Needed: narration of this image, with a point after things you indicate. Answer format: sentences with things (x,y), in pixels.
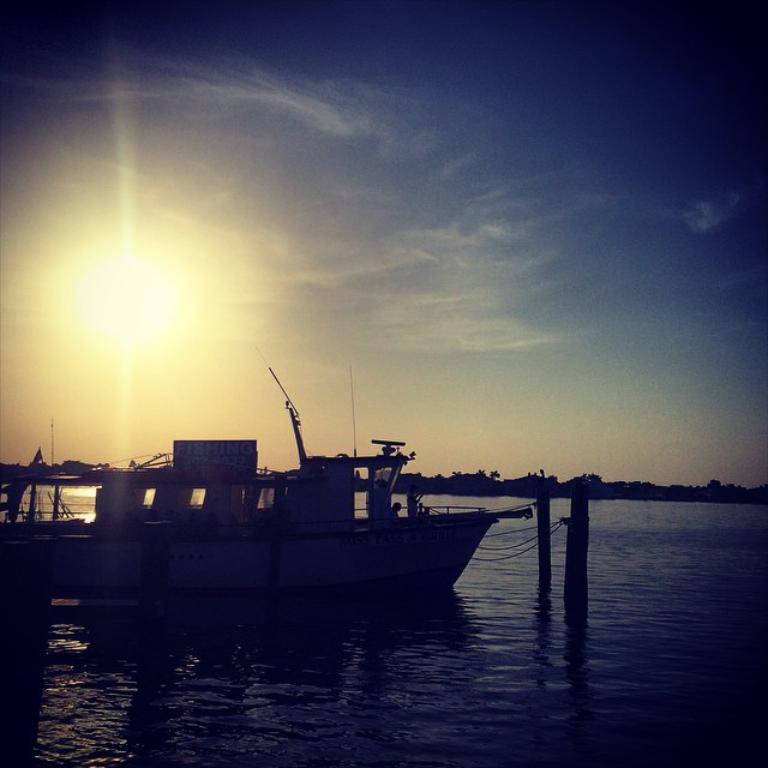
This picture is taken from the outside of the city. In this image, on the left side (107,556), we can see a boat (423,589) which is floating on the water (460,579), in the boat (449,541), we can see a person (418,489). In the middle of the image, we can see two poles (570,565) and ropes (561,522). In the background (433,490), we can see some trees (761,488) and black color. At the top (387,15), we can see a sky (214,293) and a sun (129,327), at the bottom (741,591), we can see a water (190,625).
